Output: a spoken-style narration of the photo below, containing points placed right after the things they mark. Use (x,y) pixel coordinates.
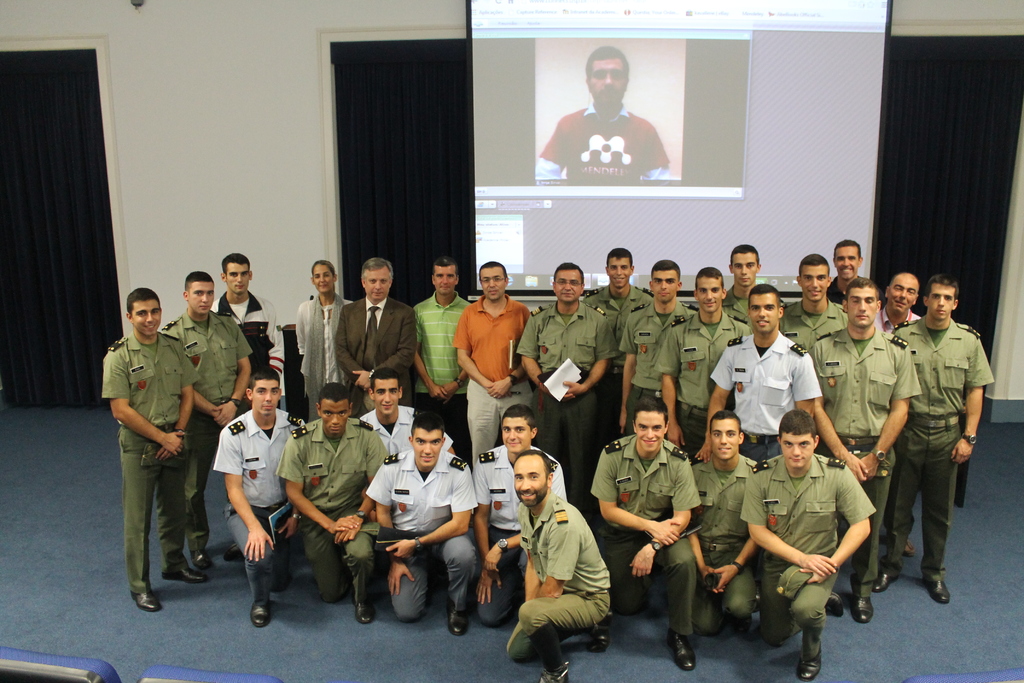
In the picture we can see a group of people (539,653) standing on the floor (110,640) which is blue in color and people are in uniforms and two man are wearing a green and orange shirts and one man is wearing a blazer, tie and shirt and in front of them some people (816,478) are sitting on the knees (367,554) they are also in uniforms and in the background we can see a wall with a screen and a person image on it and beside it we can see a curtain (75,395) which is black in color.
